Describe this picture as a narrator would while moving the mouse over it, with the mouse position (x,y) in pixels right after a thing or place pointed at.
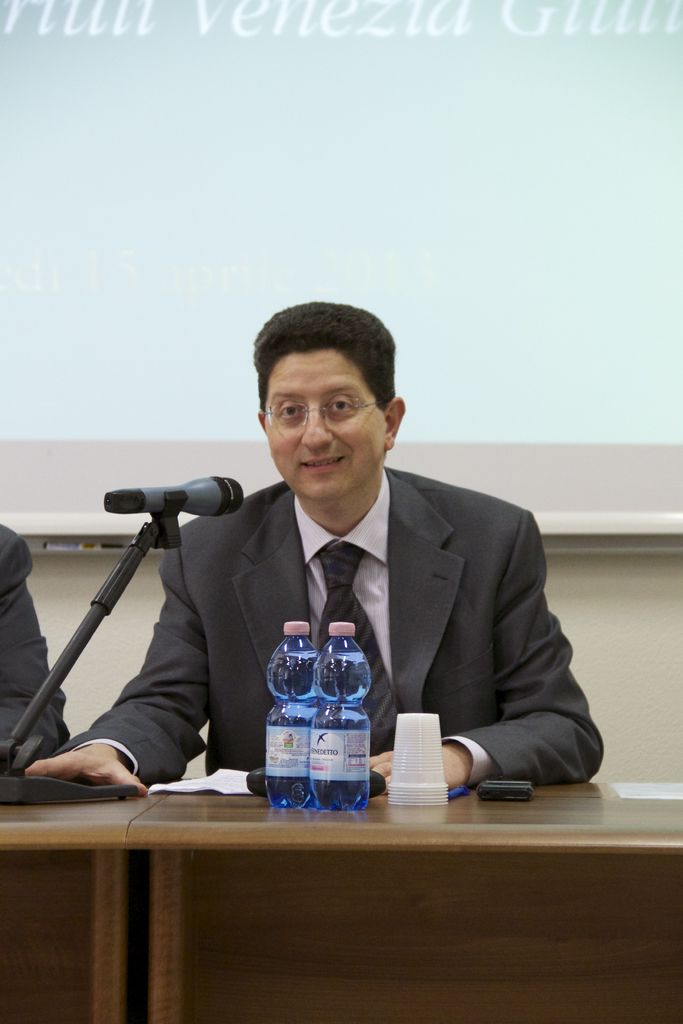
In the image there is a man (450,618) sitting on chair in front of a table (296,820). On table (295,809) we can see two water bottle (290,677), glasses (413,788), paper (214,780), box (261,781), remote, microphone (219,482). In background (229,243) there is a white color screen (475,166) and a wall (649,603).
